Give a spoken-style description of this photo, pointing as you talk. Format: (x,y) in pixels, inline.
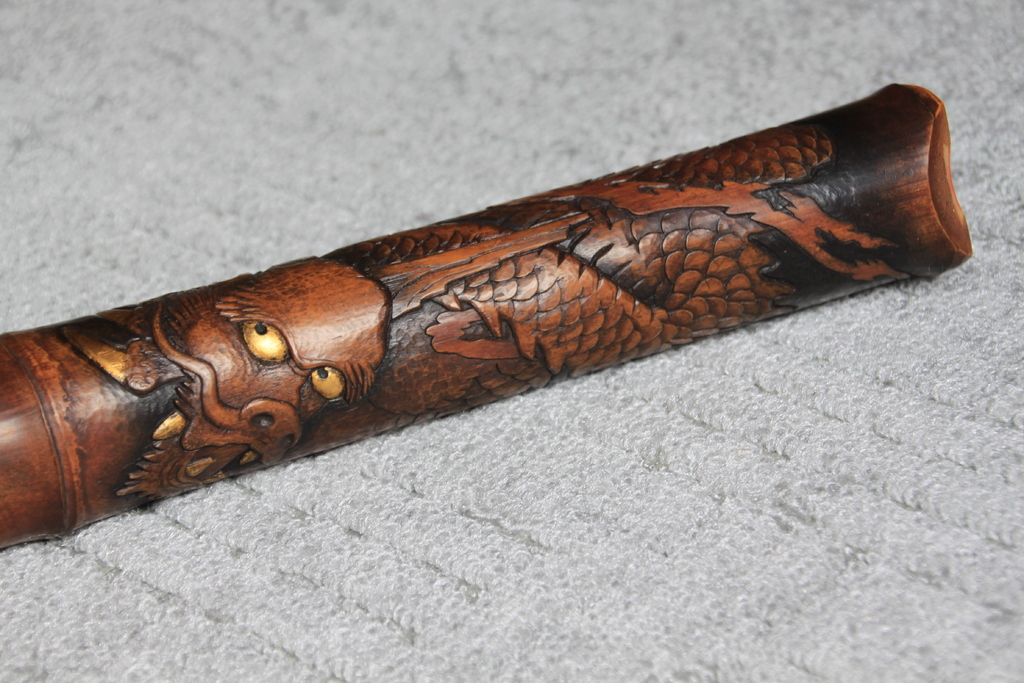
In the center of the image (508,284) we can see carved tube (252,394) placed on the cloth (589,455).
